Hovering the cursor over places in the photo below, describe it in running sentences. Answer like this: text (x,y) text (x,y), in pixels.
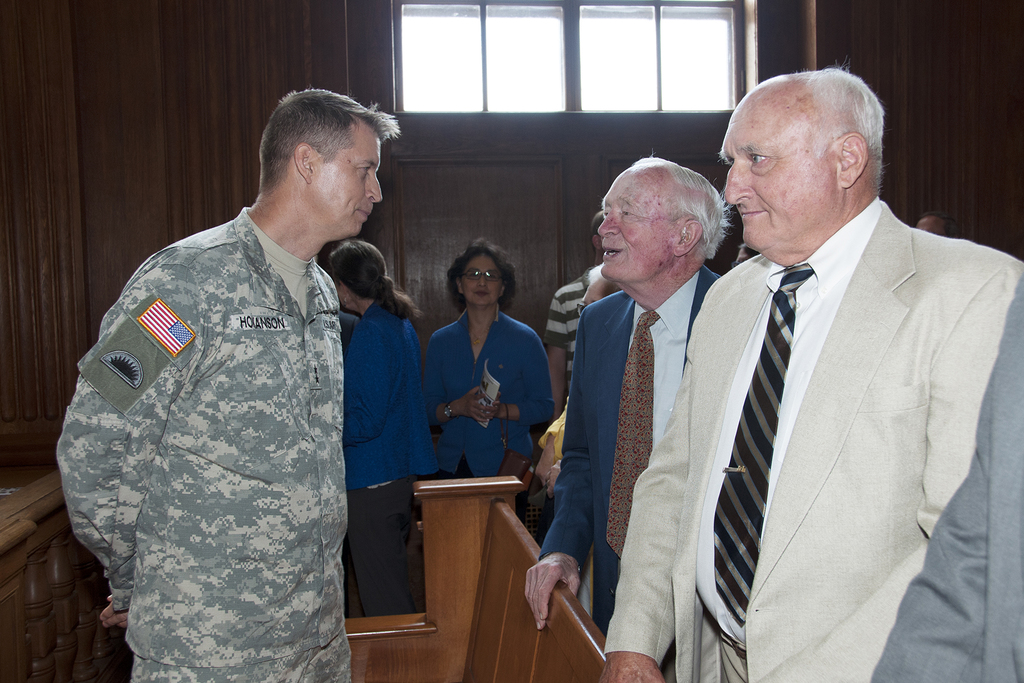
In this image we can see group of people (707,382) standing in the room (39,410) at the middle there is a wooden object (529,623) and window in the middle of wall (6,128).
